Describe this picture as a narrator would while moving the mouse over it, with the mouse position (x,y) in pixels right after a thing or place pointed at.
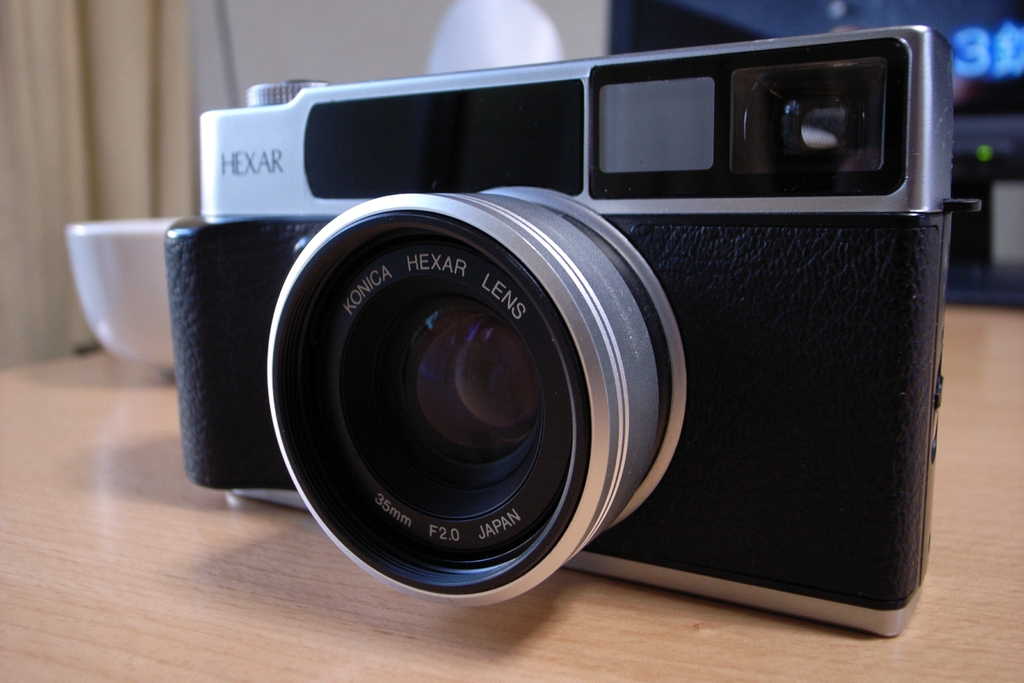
There is a camera (482,404) kept on table (966,364), it is of black and silver color and the background of the camera (220,121) is blur.
